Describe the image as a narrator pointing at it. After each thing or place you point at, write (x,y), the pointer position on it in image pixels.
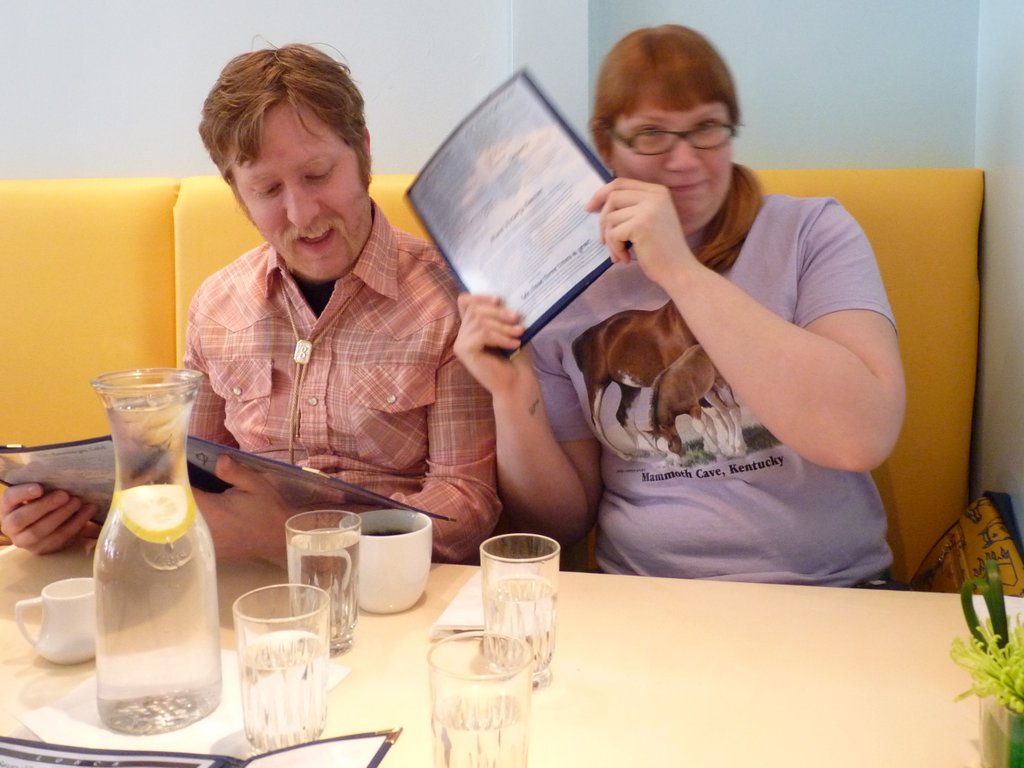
It is inside a room (384,374) there is a yellow sofa (910,219) on that there are two people (495,354) sitting in front of them there are some glasses (260,613), a jar (181,637) and two cups (73,626), the man (385,425) is reading a menu (316,481) beside him the woman (698,325) is posing for the photo, behind them there is a blue color wall (932,121).
